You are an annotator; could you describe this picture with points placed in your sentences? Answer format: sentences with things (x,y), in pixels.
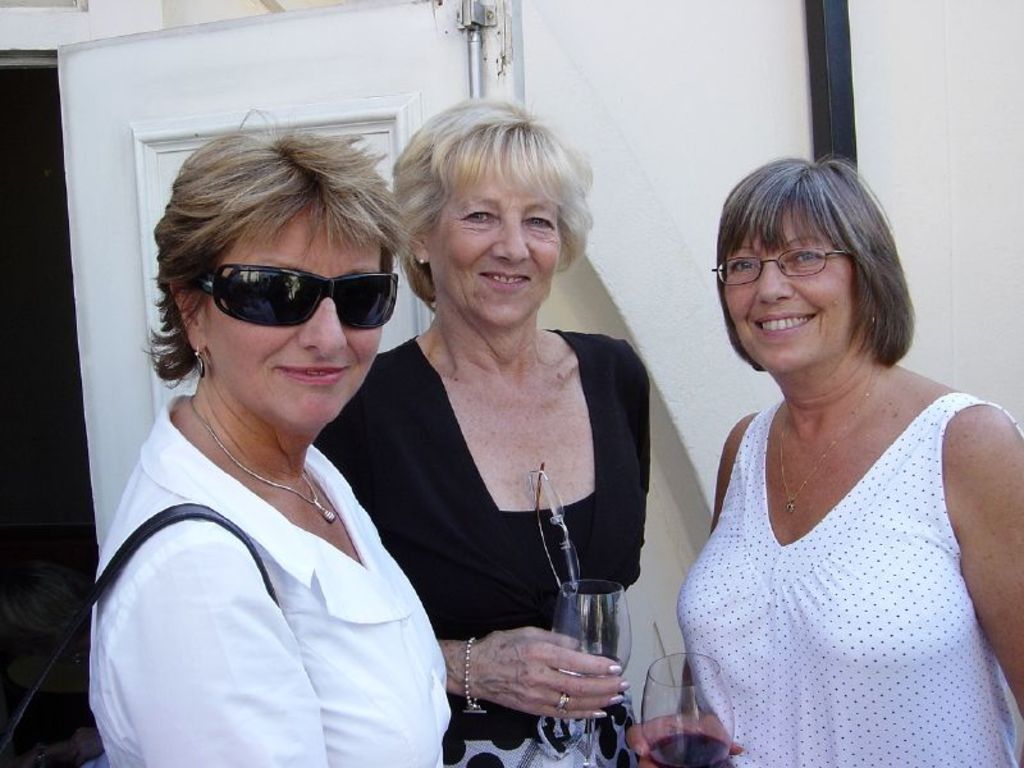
In this image we can see three women (955,634) wearing dress (734,601) are standing. one woman (336,633) is wearing goggles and carrying a bag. Two women (578,681) are holding glasses (723,727) in their hands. In the background (981,298), we can see a building (609,113) with metal pole (829,98) and a door (446,17).
